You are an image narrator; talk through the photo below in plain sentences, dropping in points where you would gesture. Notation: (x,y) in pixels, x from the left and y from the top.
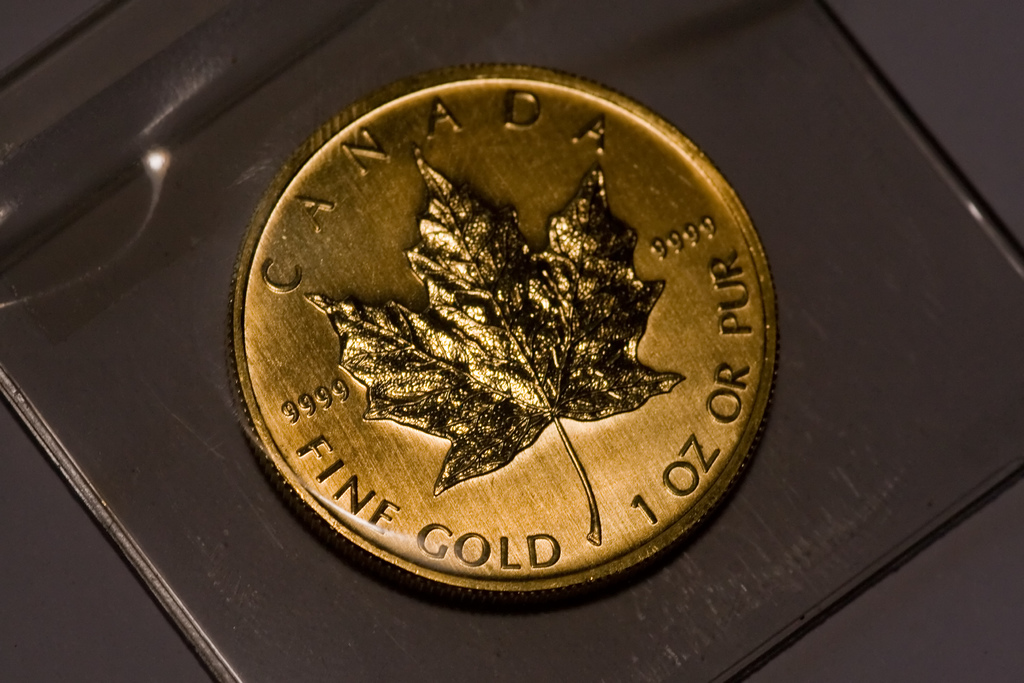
In the center of the picture (464,323) there is a gold coin (270,361), on the coin (539,429) there is text (270,279) and a leaf (479,324). The coin (478,301) is placed on a black surface (458,56).
